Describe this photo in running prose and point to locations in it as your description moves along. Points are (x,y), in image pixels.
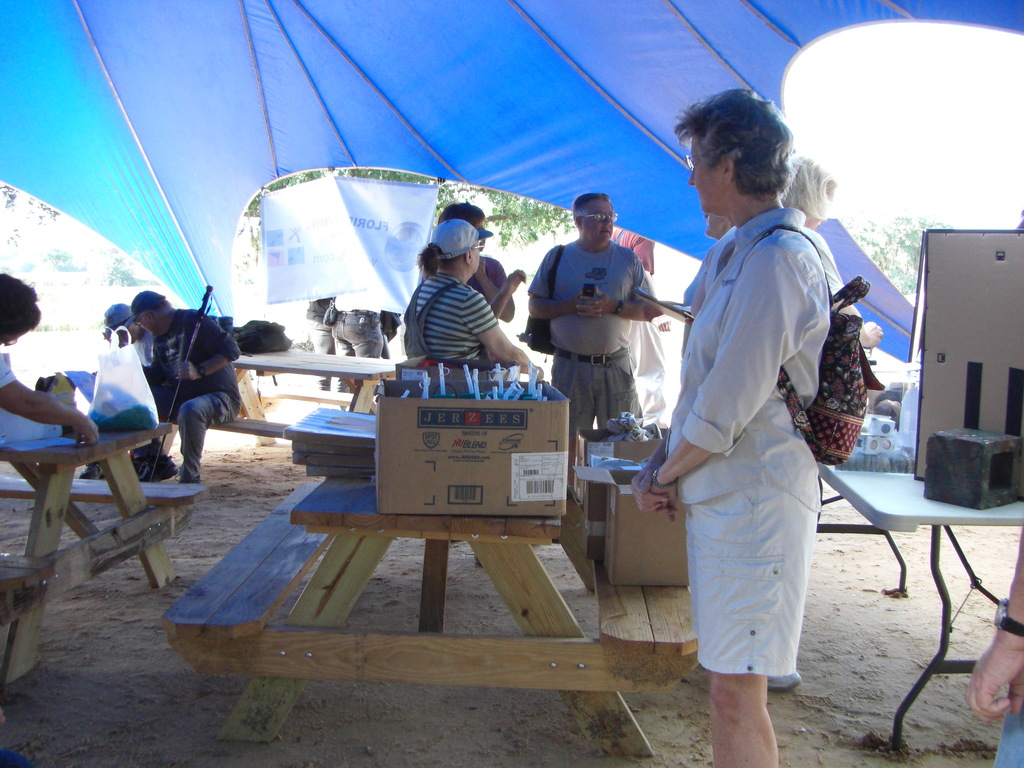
There are some people (561,285) standing and some are sitting. There is a table (345,513) and benches (223,596). On the table (306,499) there are boxes (441,448). It is a tent (440,103). In the background (415,197) there is a tree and banner (351,254).
